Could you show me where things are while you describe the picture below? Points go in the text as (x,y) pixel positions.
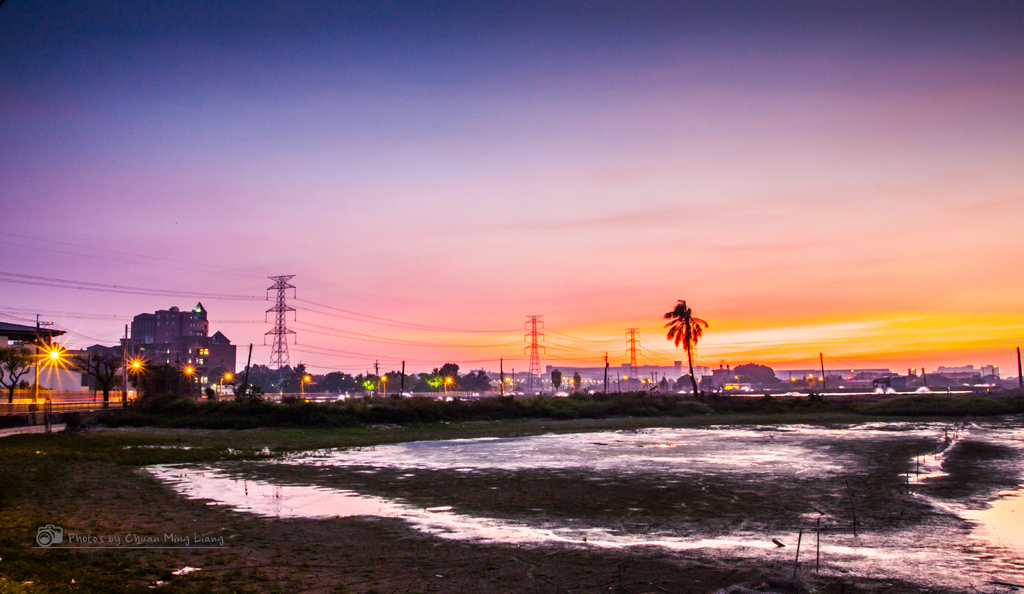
In this picture, I can see trees (173,378) and few pole lights (61,352) and I can see towers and buildings (642,369) and looks like water (1009,512) on the ground (491,520) and I can see text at the bottom left corner of the picture (63,530) and I can see sky (439,117).
